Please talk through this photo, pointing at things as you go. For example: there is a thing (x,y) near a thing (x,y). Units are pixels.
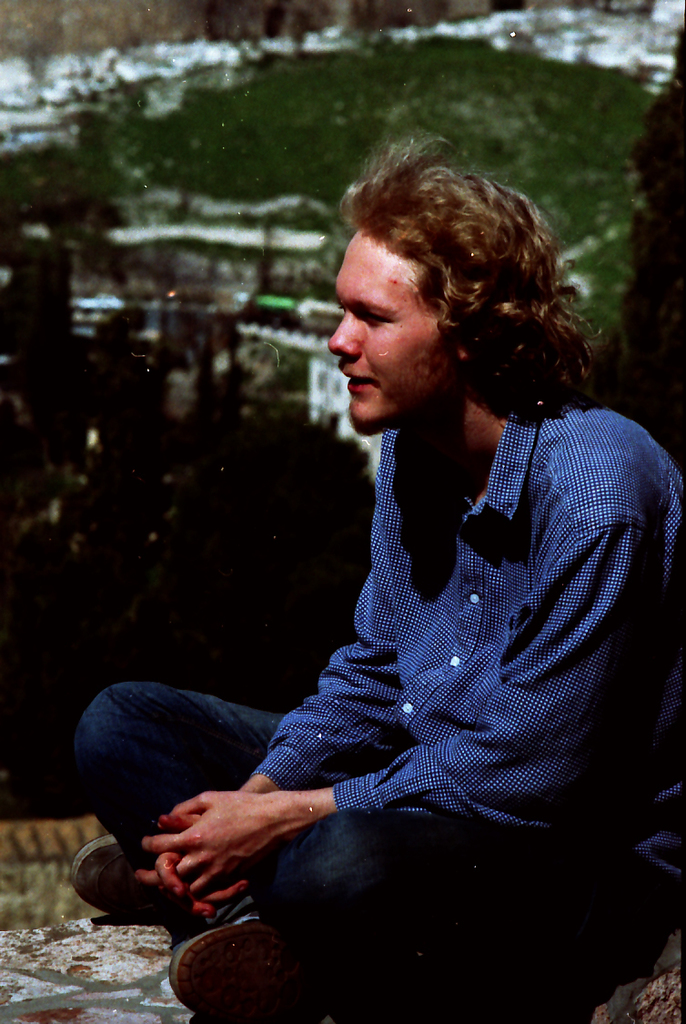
In the picture there is a person (406,709) sitting on the floor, beside there may be trees (62,353), the background of the image (332,75) is slightly blurred.
